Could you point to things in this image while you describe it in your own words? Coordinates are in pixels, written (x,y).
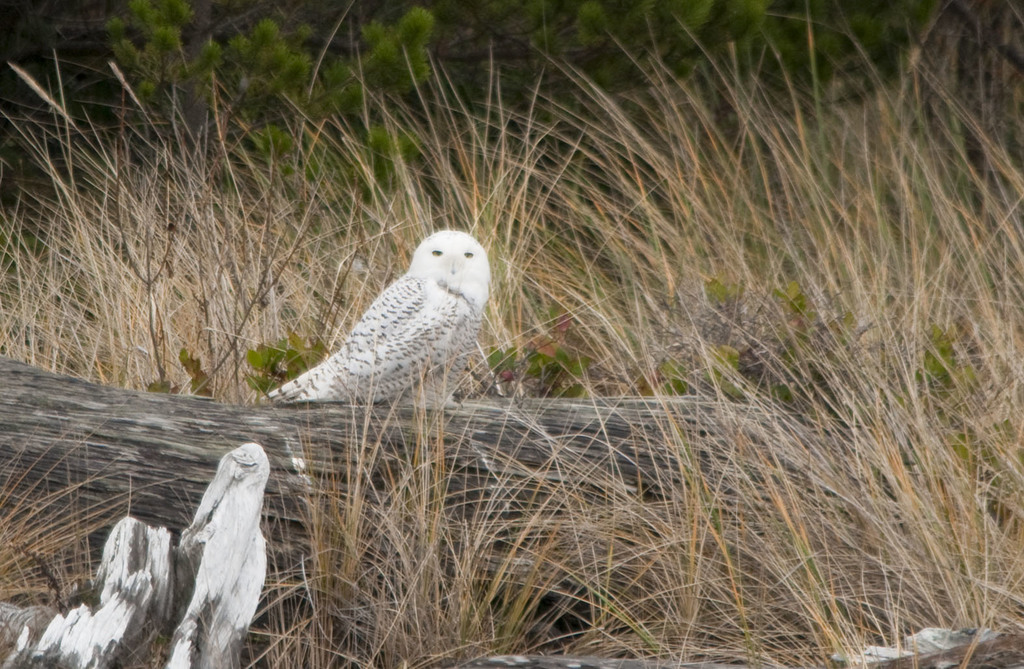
In this image we can see a bird (381,331) on a wooden log (334,415). Around the bird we can see the grass (621,576). At the top (384,87) we can see few plants (380,130).
